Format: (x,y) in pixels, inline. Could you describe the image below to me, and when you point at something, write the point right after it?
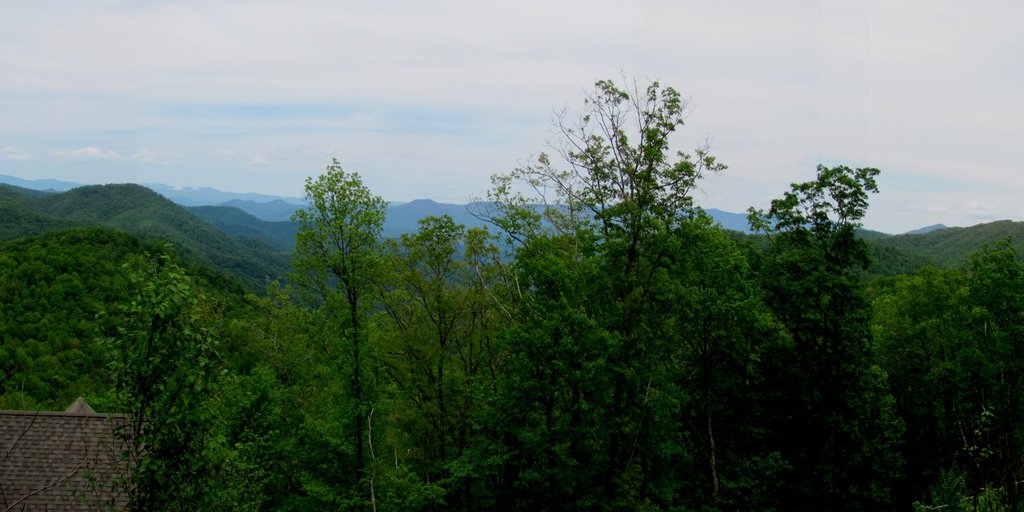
This picture is clicked outside. In the foreground (789,344) we can see the trees (422,309) and an object (113,427). In the background (88,145) there is a sky (513,49) and the hills (906,236).
